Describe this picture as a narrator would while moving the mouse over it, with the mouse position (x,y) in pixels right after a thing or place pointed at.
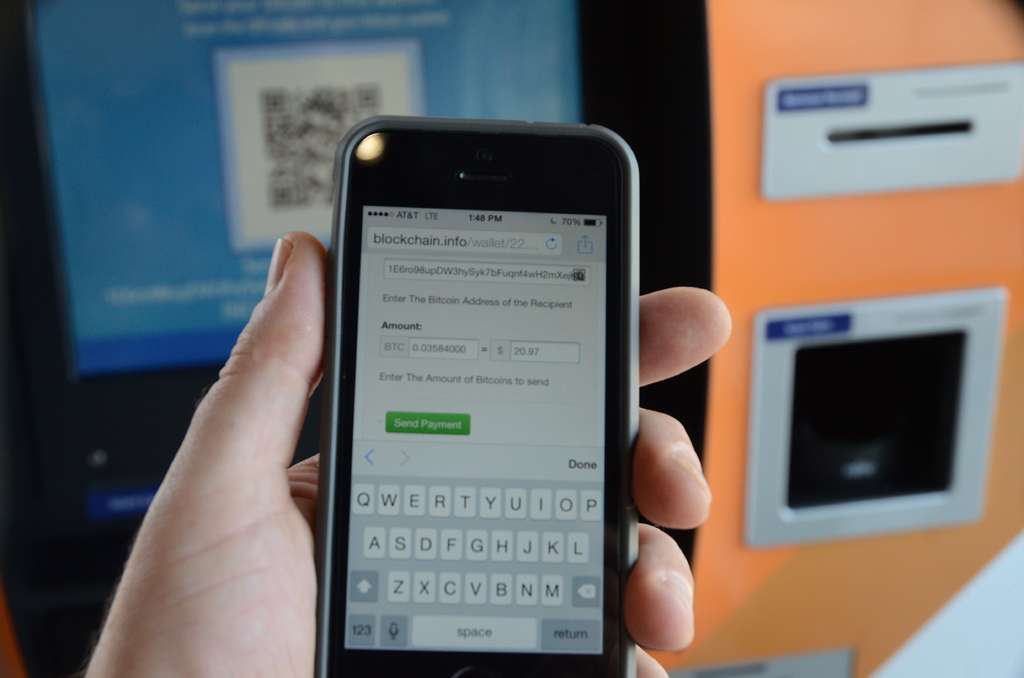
In this picture I can see there is a smart phone (339,413), a person (186,616) is holding it and in the backdrop (726,278) I can see there is a orange color object (852,144) and it has a slot (869,382).
